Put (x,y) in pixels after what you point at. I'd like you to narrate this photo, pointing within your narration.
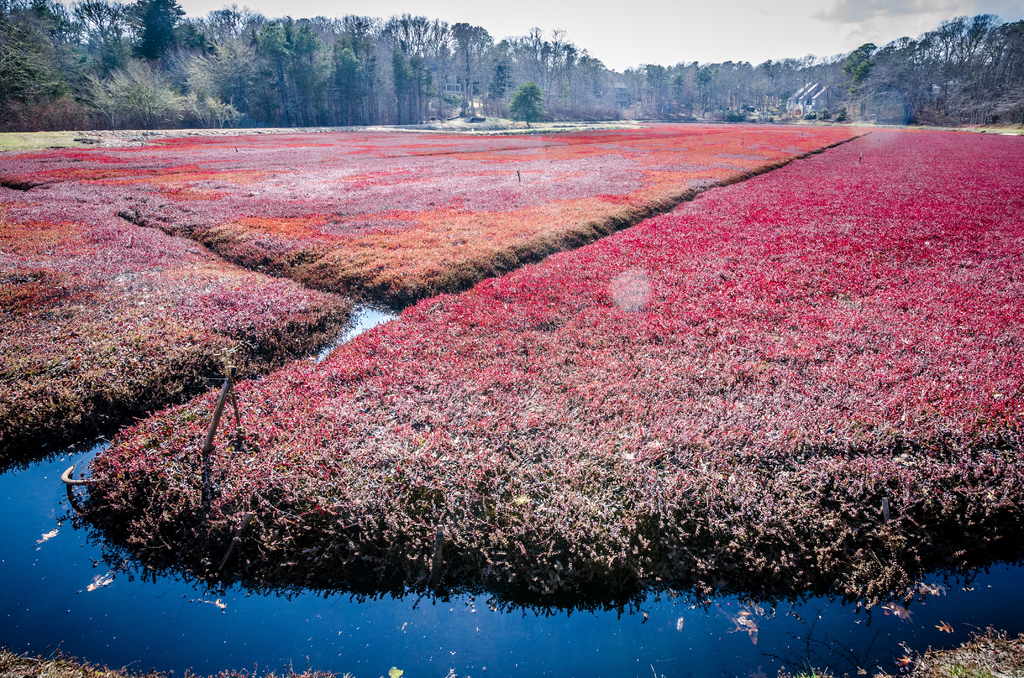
In the center of the image (420,379) we can see the fields (466,311). In the background of the image (539,71) we can see the trees (662,88). At the bottom of the image (369,603) we can see the water (441,614). At the top of the image (626,33) we can see the clouds (691,45) are present in the sky (682,9).
